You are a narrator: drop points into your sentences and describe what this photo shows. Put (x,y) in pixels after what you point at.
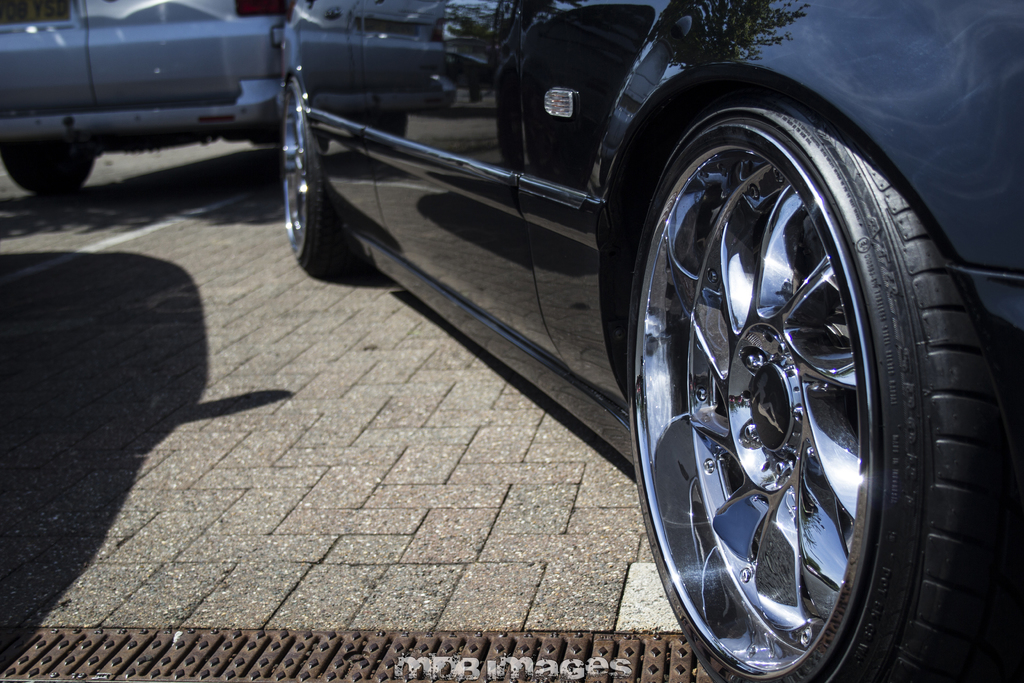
In this image in the center (373,250) there is a car (553,201) which is black in colour.
